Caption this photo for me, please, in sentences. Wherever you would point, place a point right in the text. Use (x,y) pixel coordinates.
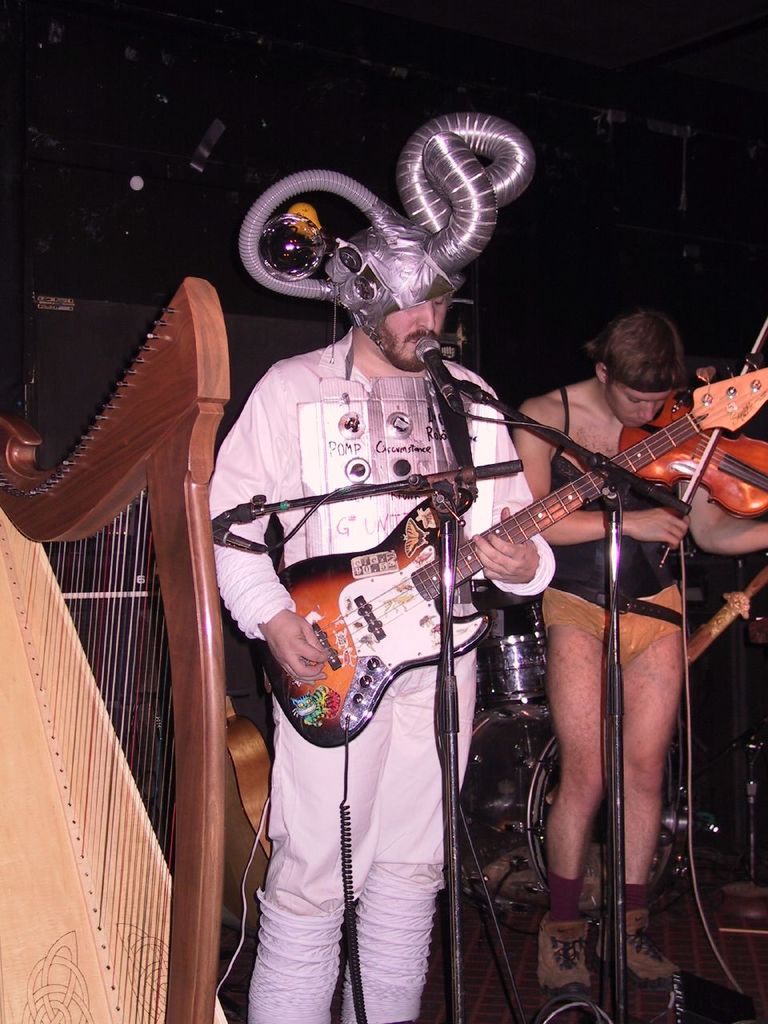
In this picture we can see two people (476,526) standing, they wore some costumes (568,467), the man (484,554) on the left side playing a guitar (431,547) and on the right side (600,535) the man (659,511) is playing violin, on the left side of the image (141,653) we can see a musical instrument (69,743).
